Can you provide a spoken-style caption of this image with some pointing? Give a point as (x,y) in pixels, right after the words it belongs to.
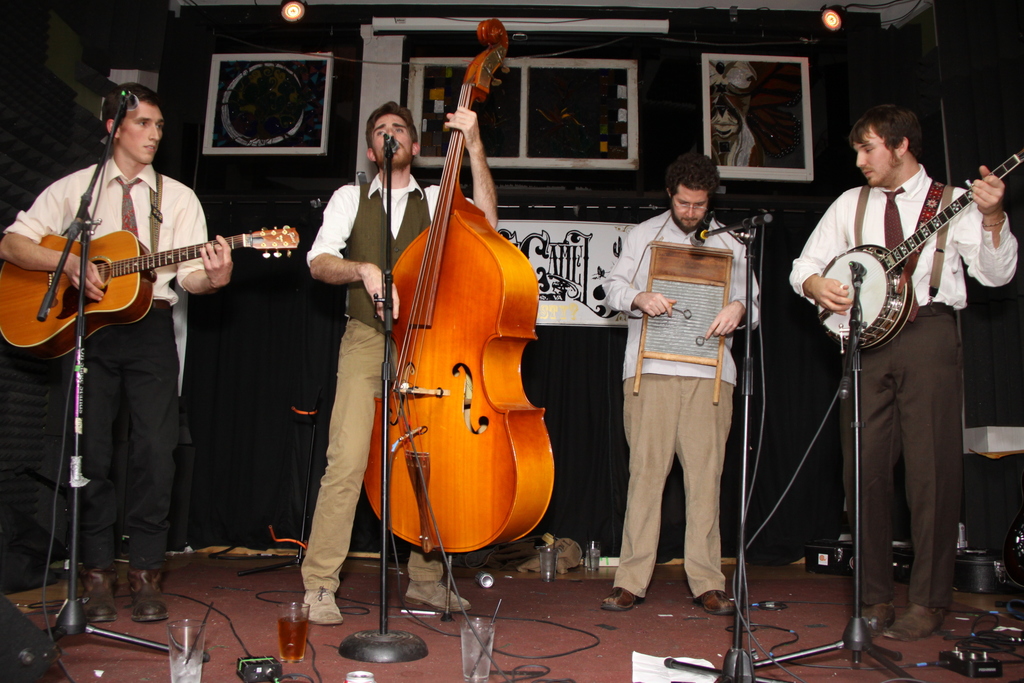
In this picture we can see four persons (405,176) playing musical instruments (536,307) such as guitar (70,301), double bass (496,272) and singing in front of mic (387,139) and on floor (663,598) we can see glasses (468,656) with drinks (293,629), straws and in background (282,98) we can see frames (222,101), light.
